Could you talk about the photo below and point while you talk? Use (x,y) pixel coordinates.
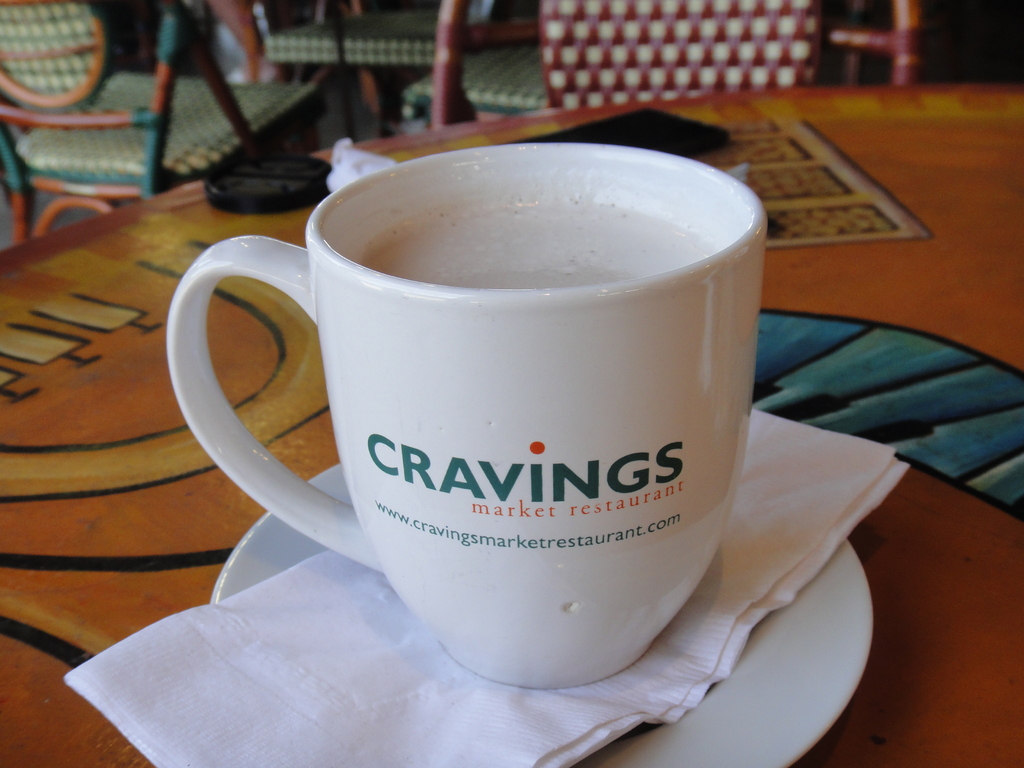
In this picture we can see a cup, tissue paper (403,654), saucer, some objects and these all are placed on a platform (149,606) and in the background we can see chairs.
